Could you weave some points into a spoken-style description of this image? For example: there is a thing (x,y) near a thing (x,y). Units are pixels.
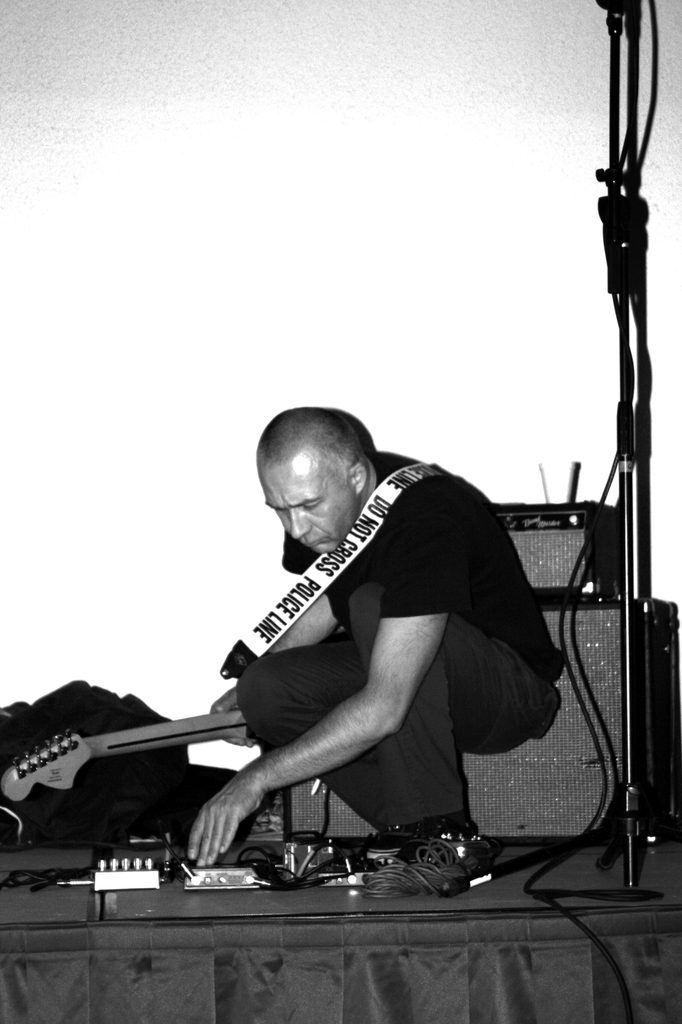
In this image we can see a person (286,485) holding a guitar (145,743) and there are few objects (334,868) in front of the person (275,711) and in the background (577,813) there are objects (581,681) looks like speakers (528,792) and clothes (95,785) and there is a stand (636,846).
